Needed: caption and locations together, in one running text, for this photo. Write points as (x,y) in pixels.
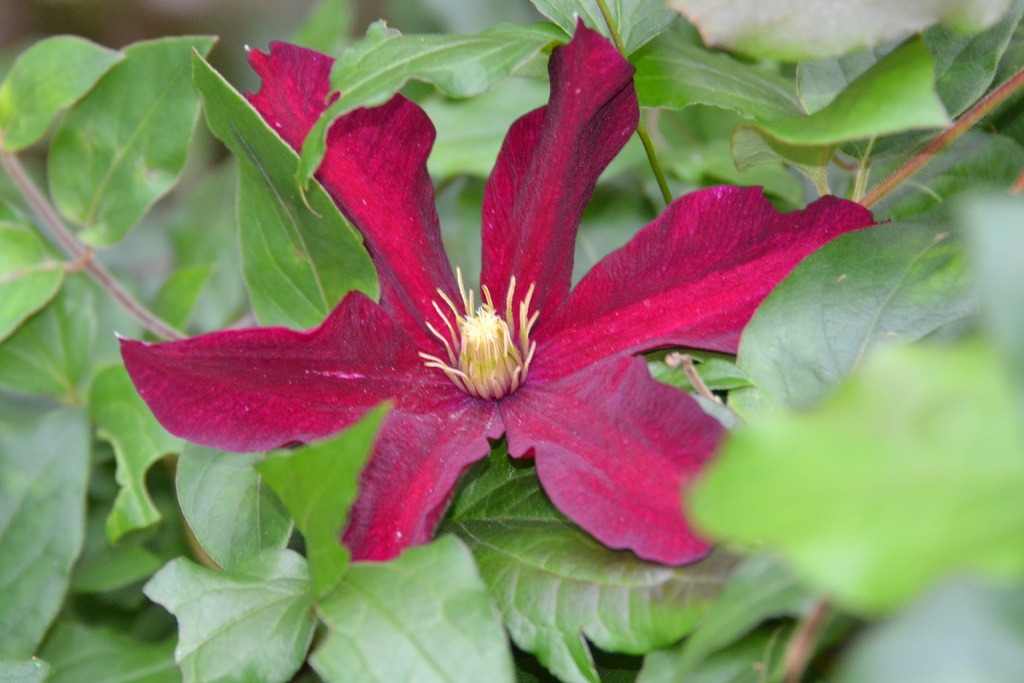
In this picture we can see a flower (387,342) and leaves (167,184) to the stems (18,169). Behind the leaves (138,178) there is the blurred background (20,26).
